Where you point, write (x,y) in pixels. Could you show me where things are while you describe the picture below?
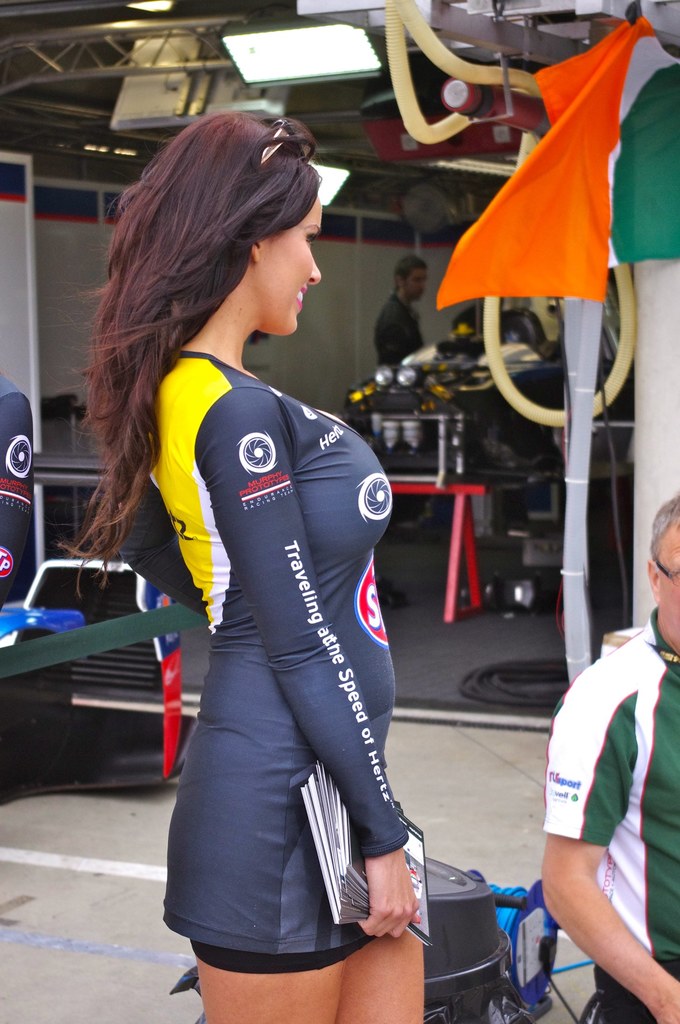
In this image we can see a lady (400,826) standing and holding some books (423,903), beside to her there is another person (645,853) who is sitting, we can also see box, lights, table (474,576), stands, wires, flag (658,230) and other objects (460,451), also we can see a person (408,274) in the shed (360,219).
